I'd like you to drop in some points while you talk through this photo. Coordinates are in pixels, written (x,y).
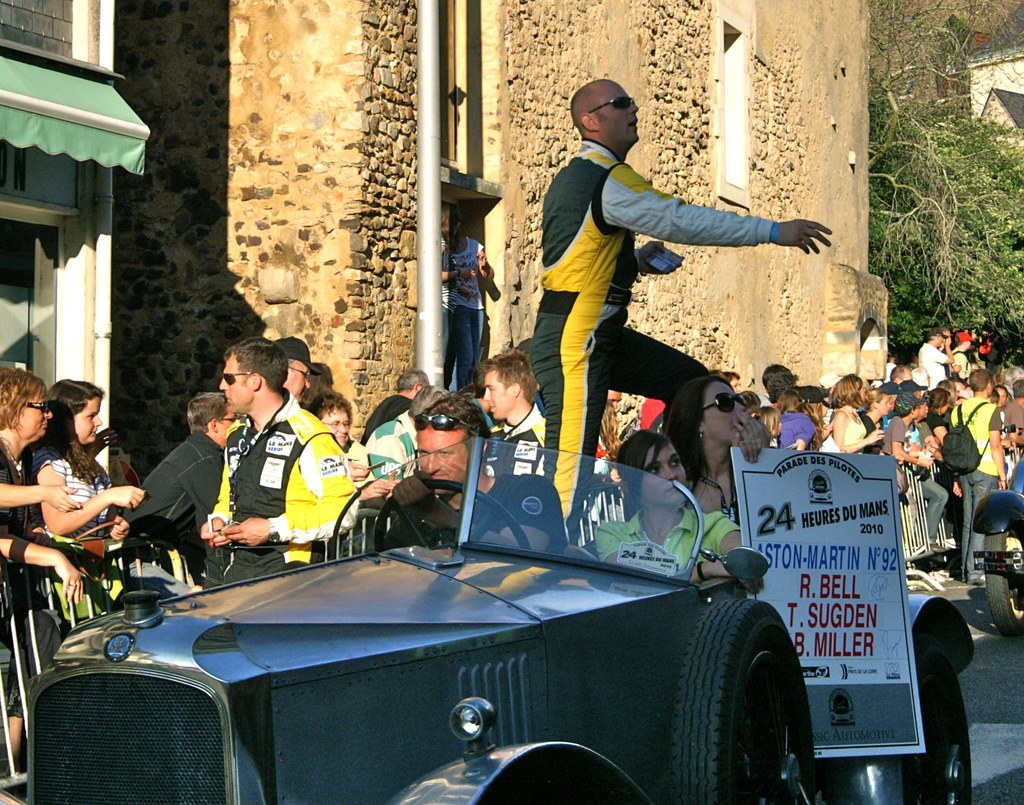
In this image, There is a crowd (314,412) standing and wearing colorful clothes (565,344). There is a building (512,145) behind this person (600,256). This person (591,211) is wearing sunglasses (447,423) on his head (429,453). This person (711,417) sitting in a car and holding a board (812,541). This person (445,446) is driving a vehicles (527,653). There is a tree (931,149) in the top right (885,187).
